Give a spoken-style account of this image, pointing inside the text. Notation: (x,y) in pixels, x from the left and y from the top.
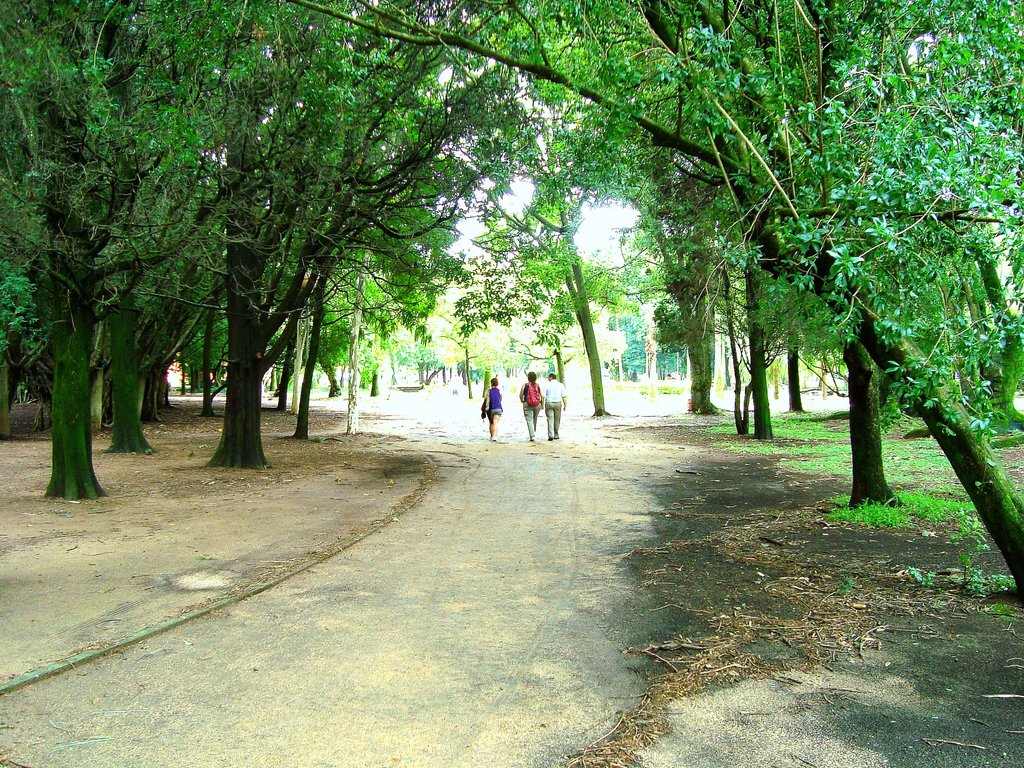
In this image we can see three persons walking on the road (452,516). Here we can see the trees (426,345) on the left side (274,316) and the right side (992,389) as well.
